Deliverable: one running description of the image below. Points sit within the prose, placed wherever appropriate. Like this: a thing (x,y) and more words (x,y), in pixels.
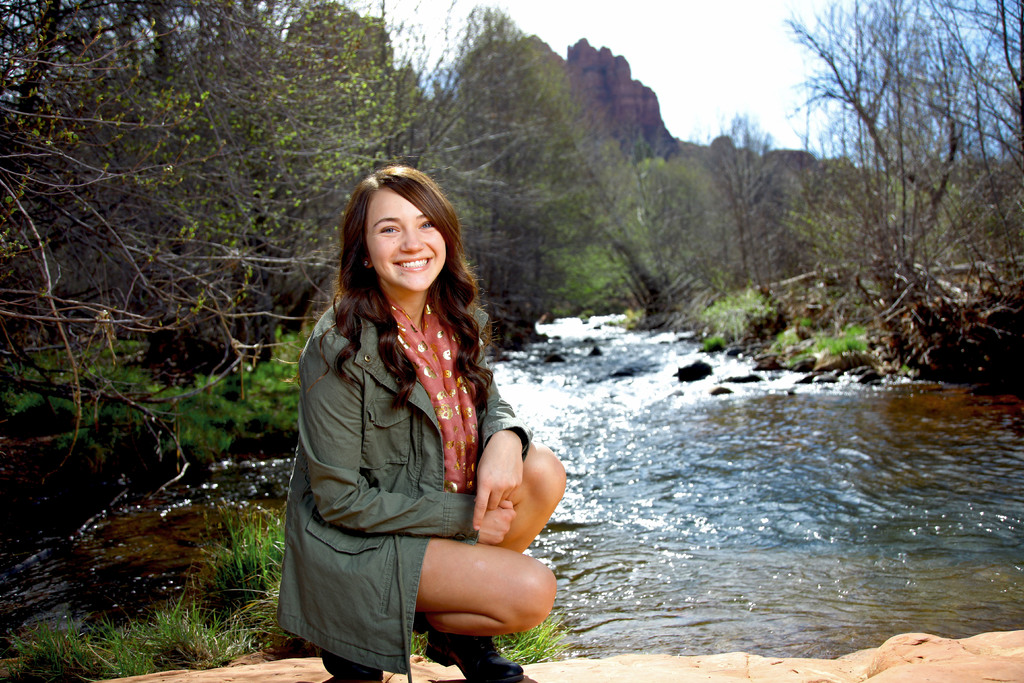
This picture shows a woman (338,418) with a smile (402,266) on her face (416,270). She wore a coat (327,407) and we see water (652,480) flowing and we see trees (734,201) and a hill (586,53) and we see a cloudy sky (782,98).
